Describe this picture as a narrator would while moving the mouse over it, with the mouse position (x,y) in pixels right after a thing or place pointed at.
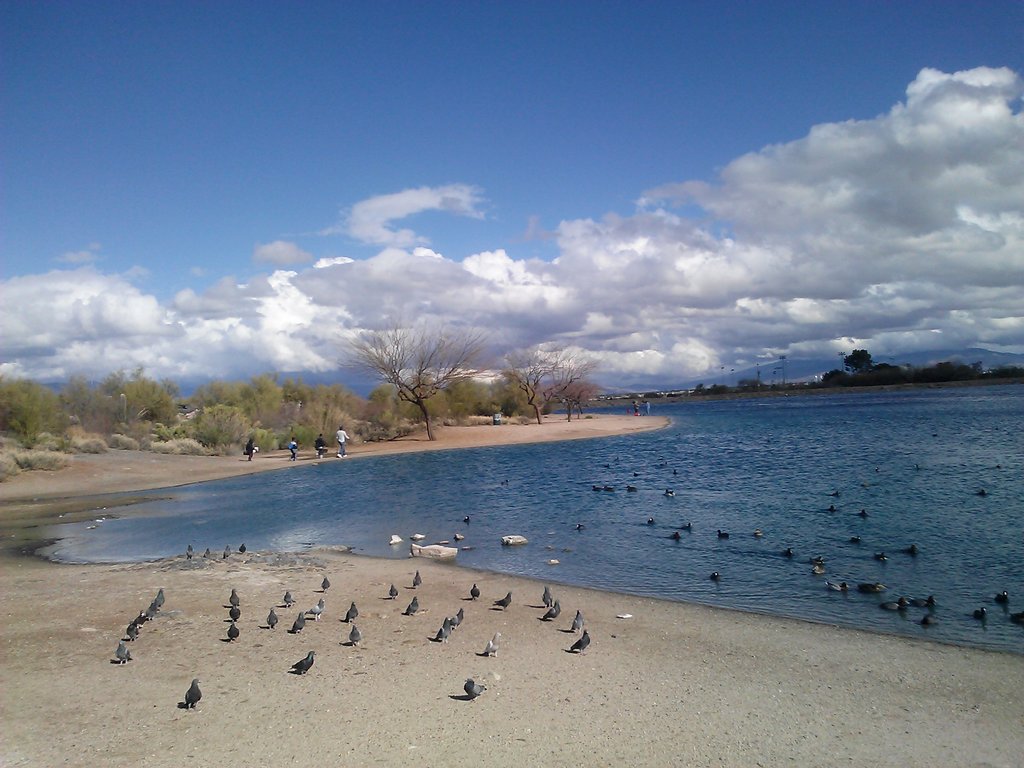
There are birds (455,624) on the sand surface (164,669) of a ground (261,653) near water (806,544) in which there are birds (674,473) swimming. In the background (353,435), there are persons (341,447) walking on the sand surface (224,462), there are plants (213,429) and trees (578,405) on the ground (439,429) and there are clouds (952,146) in the blue sky (468,111).
